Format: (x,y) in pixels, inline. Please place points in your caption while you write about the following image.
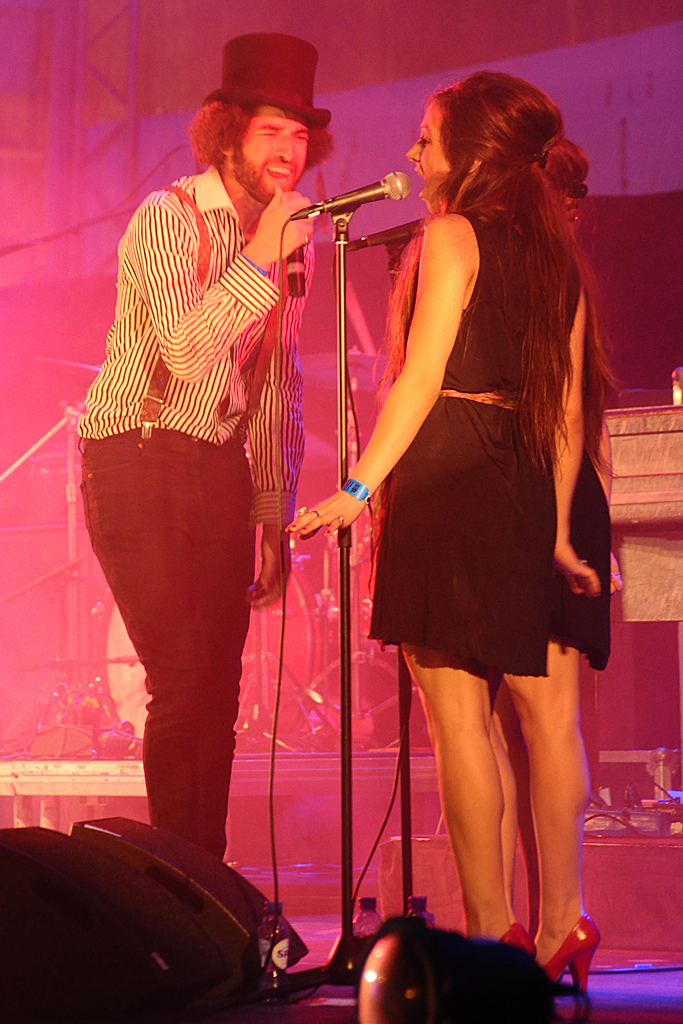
A man (190,268) with red color hat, white and black striped shirt (208,190), black pant (245,476) standing and singing a song in the microphone (304,274) and the woman (429,153) with black color frock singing a song in the microphone (360,198) another woman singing a song and at the background (354,450) there are drums (326,537), cymbal stand (356,438), and here at the bottom (239,966) there are some water bottles (280,961) and two speakers (176,895).
